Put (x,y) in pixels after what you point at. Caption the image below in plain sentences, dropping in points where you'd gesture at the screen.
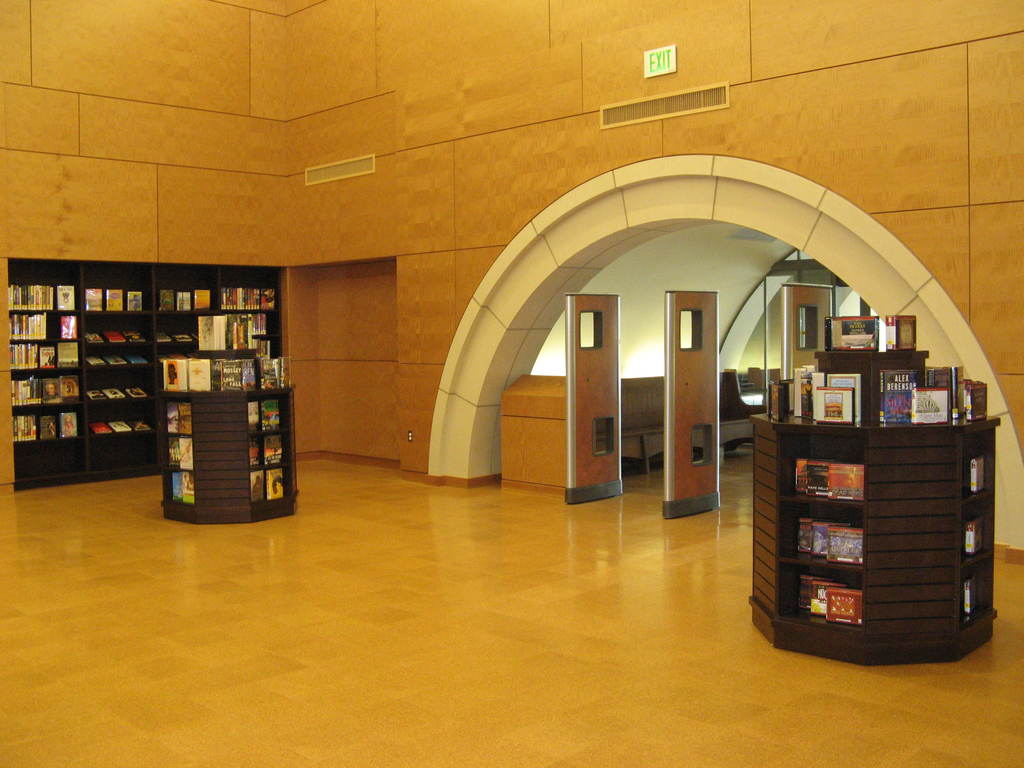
In this picture I can see the inside view of a building (427,241) and I can see the floor (494,555), on which there are 2 stands (166,458) and I see number of things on it. In the background (341,165) I see the wall (584,155) and on the left side of this image (81,323) I see the shelves (80,333) on which there are many things (34,359). On the top of this image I see a board (672,61) on which there is a word (651,58) written.
